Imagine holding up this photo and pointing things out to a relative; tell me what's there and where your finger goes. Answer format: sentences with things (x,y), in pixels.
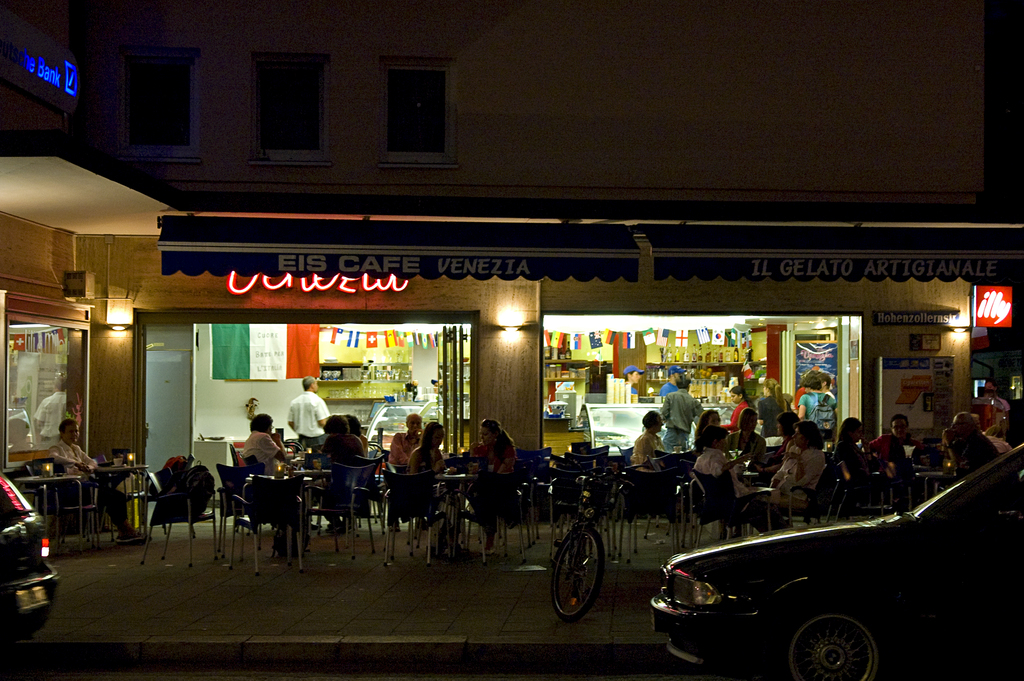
In this image there are a few people (896,474) sitting on the chairs (369,466) in front of the shops (522,341), in the shops (526,423) there are some items (720,376) arranged in the shelves (659,372), there are a few boards (903,315) attached to the shops (576,308), two cars (28,544).
